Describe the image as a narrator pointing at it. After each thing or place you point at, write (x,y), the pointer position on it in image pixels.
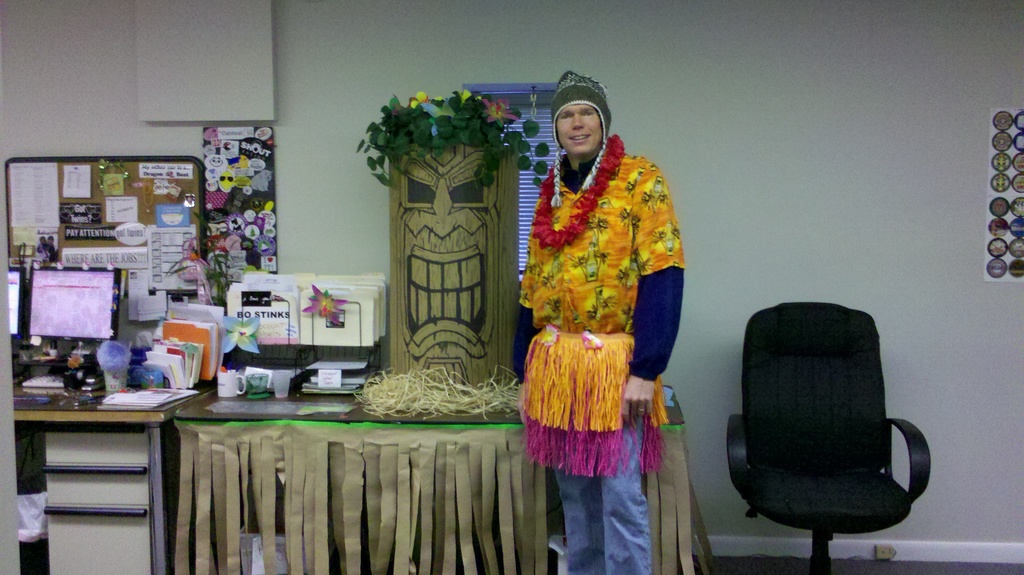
Here we can see a man (640,222) wearing a costume (578,250) and a Garland (593,199) and on the right side (866,342) we can see a chair (873,460) present and at the left side (275,424) we can see tables (51,394) present with plants (489,170), with books (364,302) and with system (44,301).
